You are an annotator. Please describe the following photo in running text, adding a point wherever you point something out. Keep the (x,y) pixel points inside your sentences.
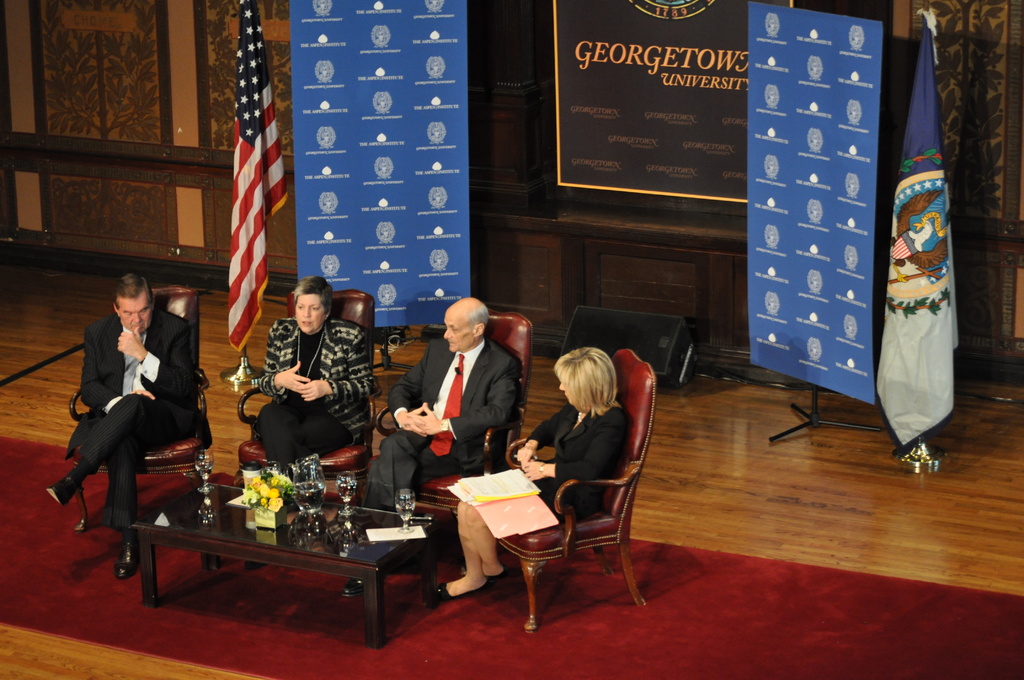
In the image we can see there are people (449,458) who are sitting on chair (624,535) and on table (312,540) there are wine glass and there are flowers (261,490) which are kept in a small box (270,521) and behind there is a flags (255,155) and there are banners (691,136) kept on the wall (119,90).
